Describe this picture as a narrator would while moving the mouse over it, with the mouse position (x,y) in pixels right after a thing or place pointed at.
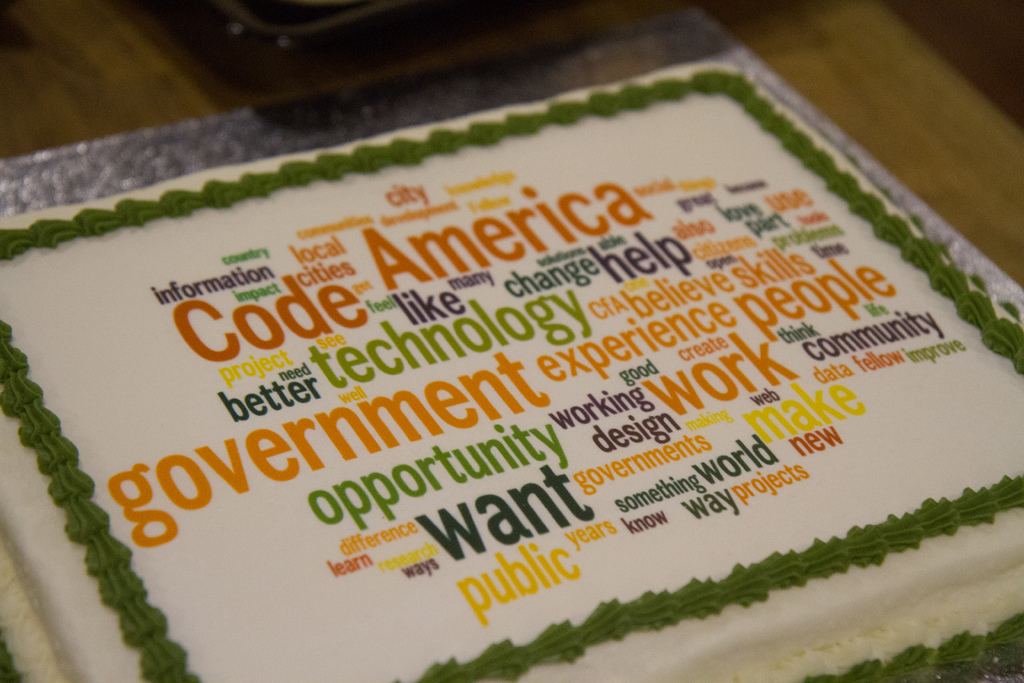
We can see cake (495,122) on the surface (387,61), on this cake (445,341) we can see some text (473,377).
